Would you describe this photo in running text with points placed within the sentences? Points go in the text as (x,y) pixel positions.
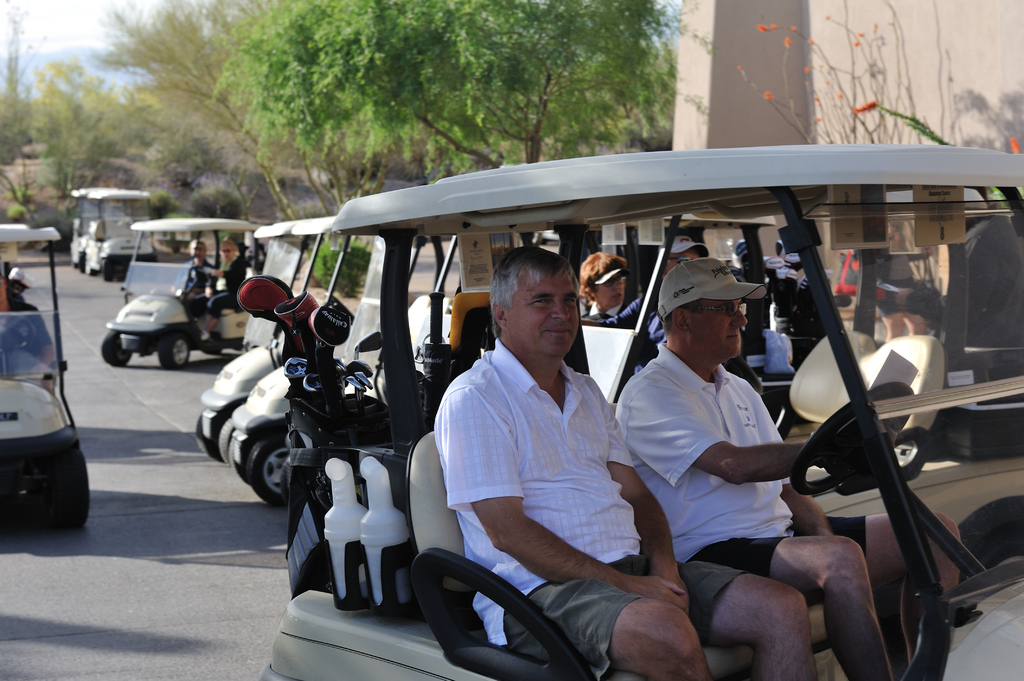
In this image, we can see persons (683,246) some vehicles (97,266). There are persons (585,398) inside the vehicle (383,355). There are trees (412,74) at the top of the image (517,35). There is a wall (957,52) in the top right of the image (937,87).
